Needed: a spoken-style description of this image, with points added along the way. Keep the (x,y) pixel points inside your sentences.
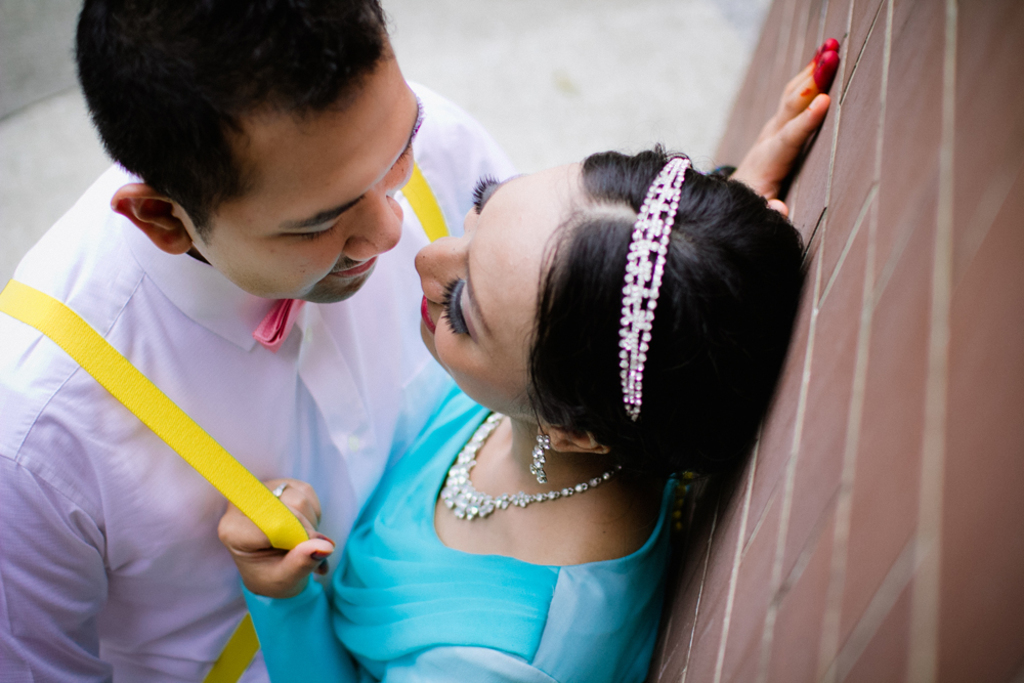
In this image there is a man (314,401) and a woman (384,521) standing. Behind the woman (607,588) there is a wall (910,422). They are smiling.
